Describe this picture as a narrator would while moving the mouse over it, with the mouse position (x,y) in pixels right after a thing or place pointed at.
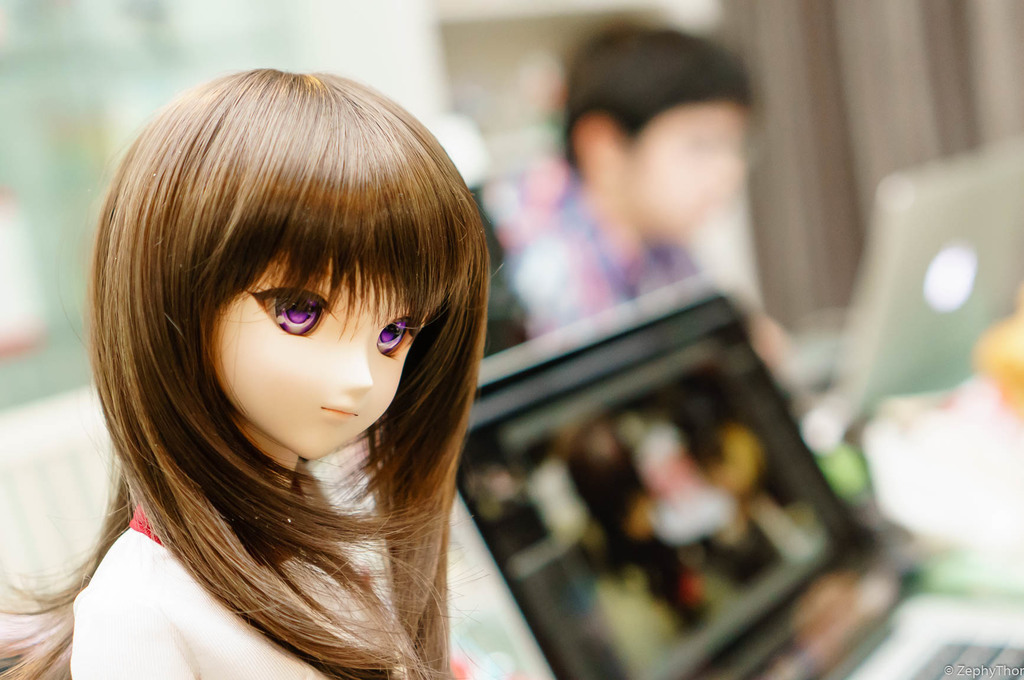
In this image we can see a doll (283,358), and in the background (638,132), we can see a person (633,264) working on a laptop (886,257), beside him there is another laptop (919,254), and the background (838,235) is blurred.
